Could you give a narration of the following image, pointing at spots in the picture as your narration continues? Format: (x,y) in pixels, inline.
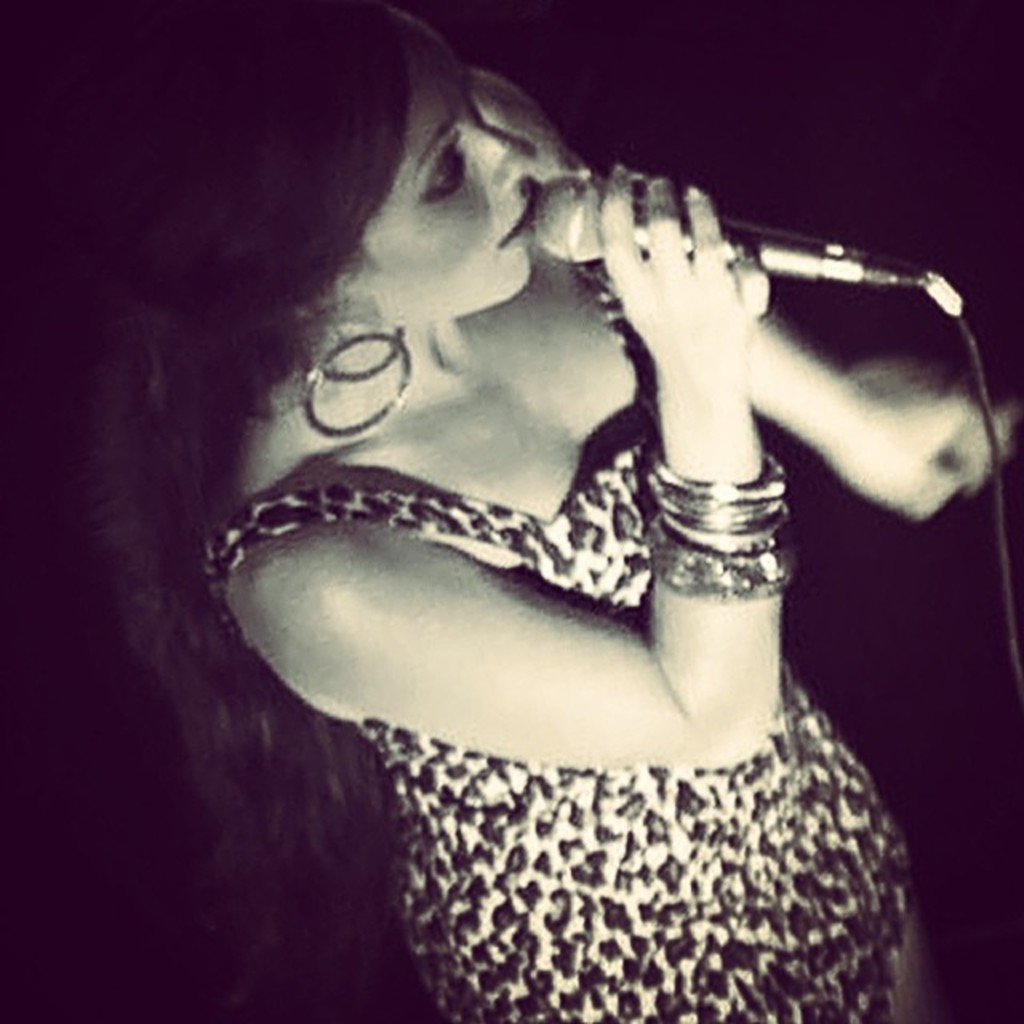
In this image we can see one woman (685,406) standing, holding a microphone (858,275) with wire (1006,547) and singing. The background is dark.
